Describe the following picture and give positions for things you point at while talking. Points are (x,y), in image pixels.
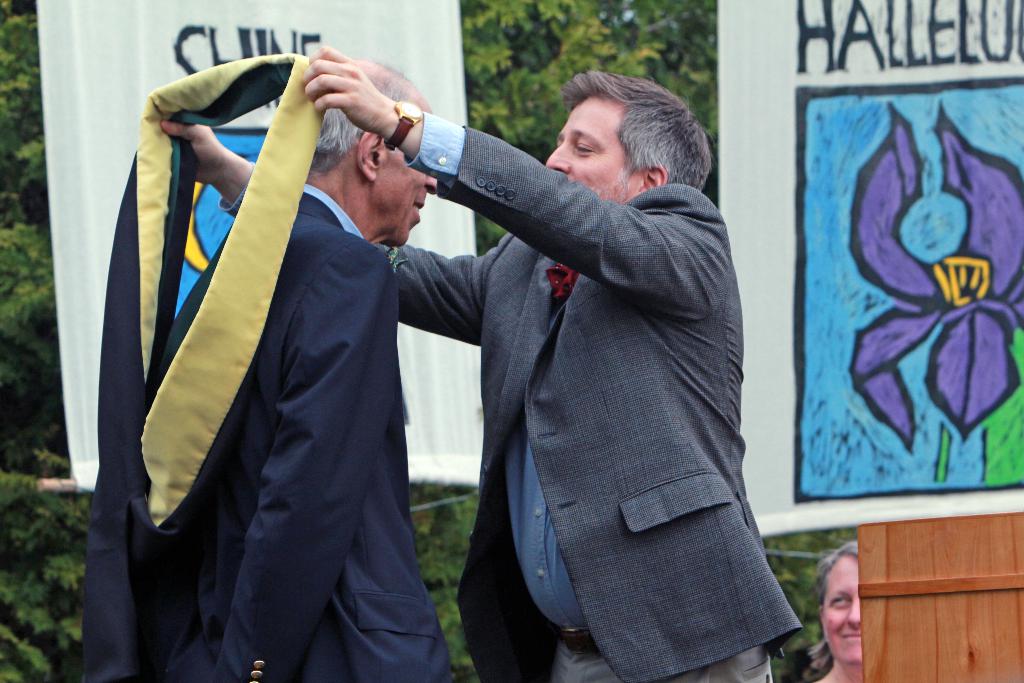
In this image, we can see two men (269,514) standing, we can see posters (884,94) and there is a woman (836,627), we can see some plants (57,591) and trees (28,643).
